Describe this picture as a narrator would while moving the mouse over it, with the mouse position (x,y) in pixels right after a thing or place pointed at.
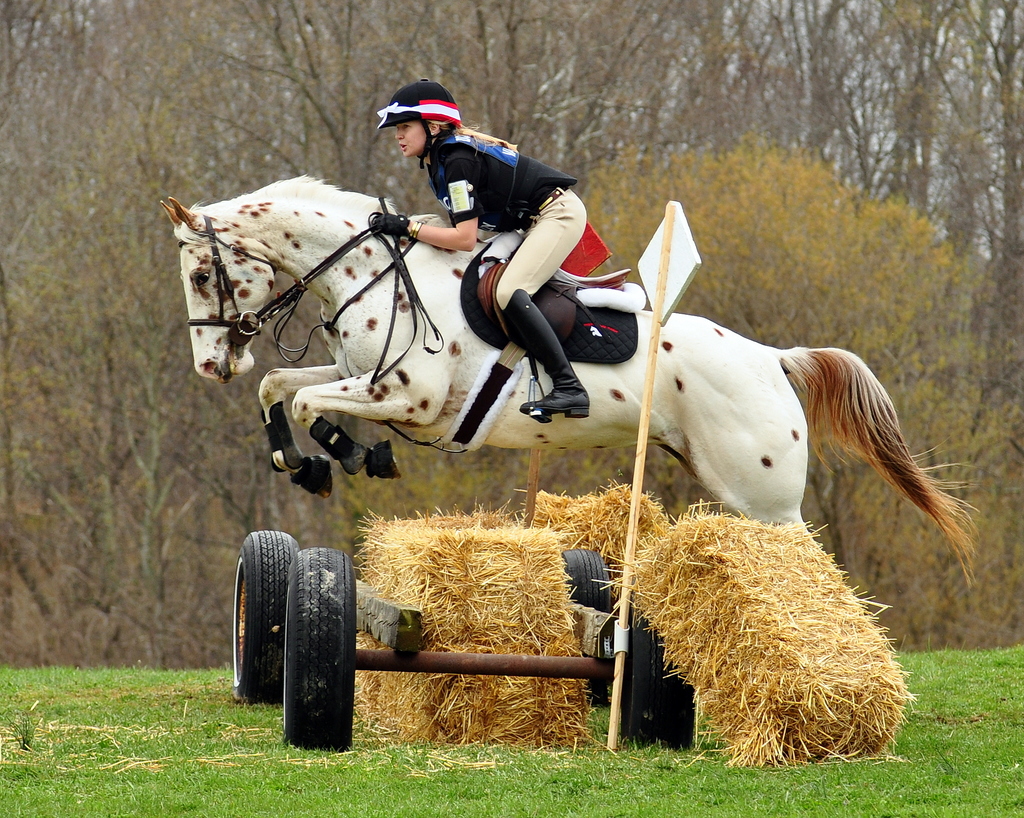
In the center of the image (436,367) we can see one person (553,345) riding a horse (458,319). And she is wearing a helmet (440,90). And we can see one vehicle (296,623), poles (534,668) and dry grass (687,559). In the background (824,38) we can see trees (664,93) and grass (282,731).
